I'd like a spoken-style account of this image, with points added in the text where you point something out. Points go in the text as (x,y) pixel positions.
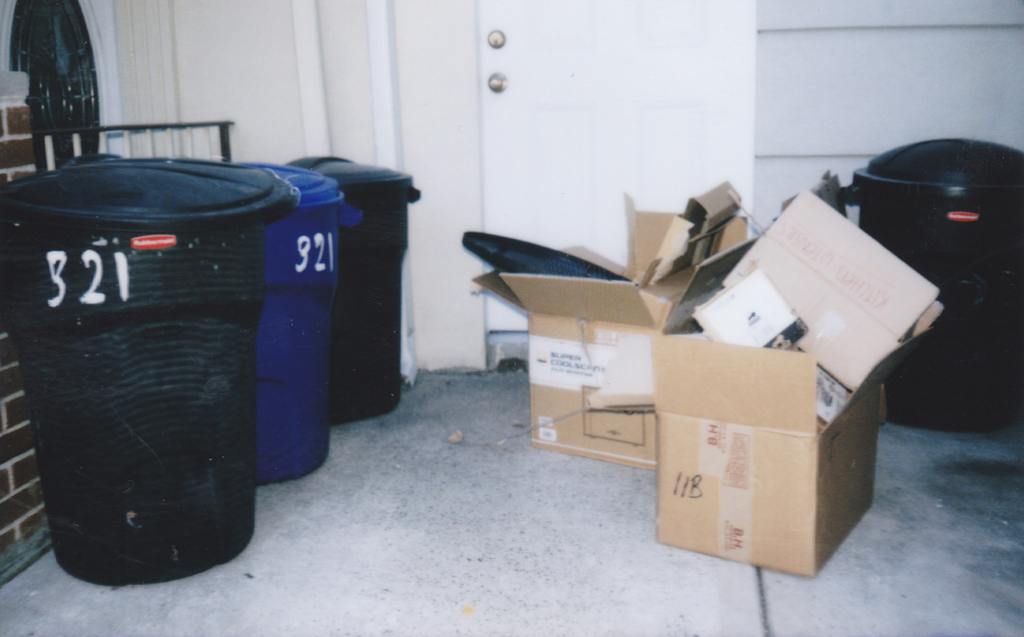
In this image I can see few bins (311,162). They are in black and blue. I can see few cardboard boxes (683,283) and white color wall (763,69).
